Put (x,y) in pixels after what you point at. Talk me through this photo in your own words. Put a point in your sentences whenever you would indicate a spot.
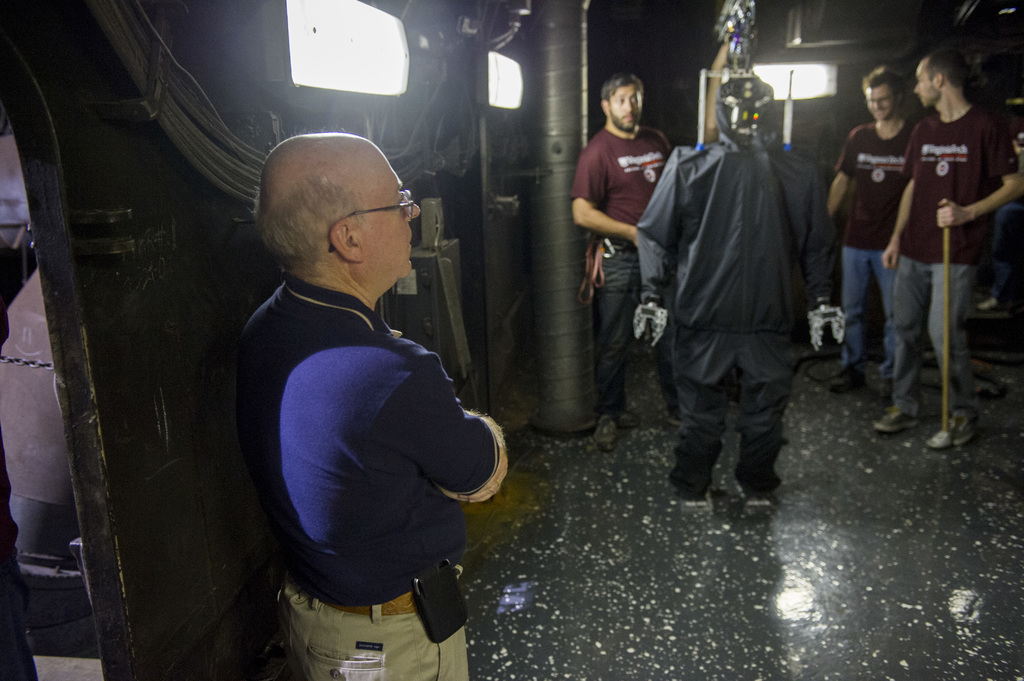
In this image we can see a robot (720,272) with black costume (739,367). We can also see four persons (881,76) standing on the floor (658,555) and there is a person (959,209) holding the stick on the right (953,188). Image also consists of lights (373,71), ropes (230,136) and also a pillar (551,235).
